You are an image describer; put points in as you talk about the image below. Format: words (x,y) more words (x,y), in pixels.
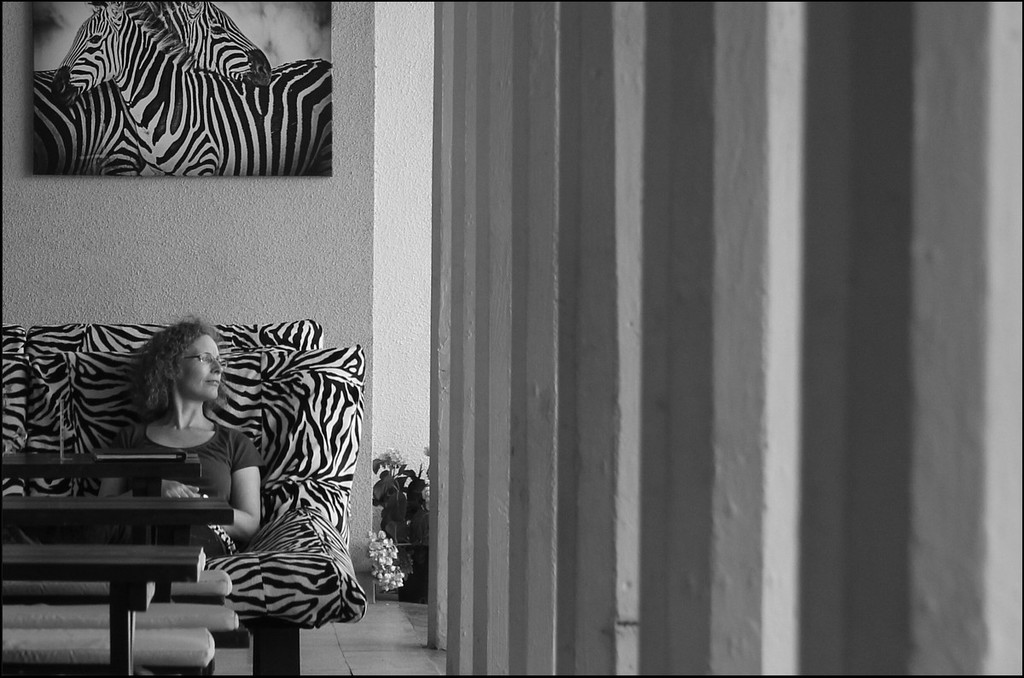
It seems like pillars (934,248) on the right side of the image (826,399). On the left side of the image (59,636), we can see chairs (81,601) and a woman (213,463) sitting on the sofa (284,422). In the background (356,163), we can see a frame (273,141) on the wall (352,303) and flower plants (399,518).
